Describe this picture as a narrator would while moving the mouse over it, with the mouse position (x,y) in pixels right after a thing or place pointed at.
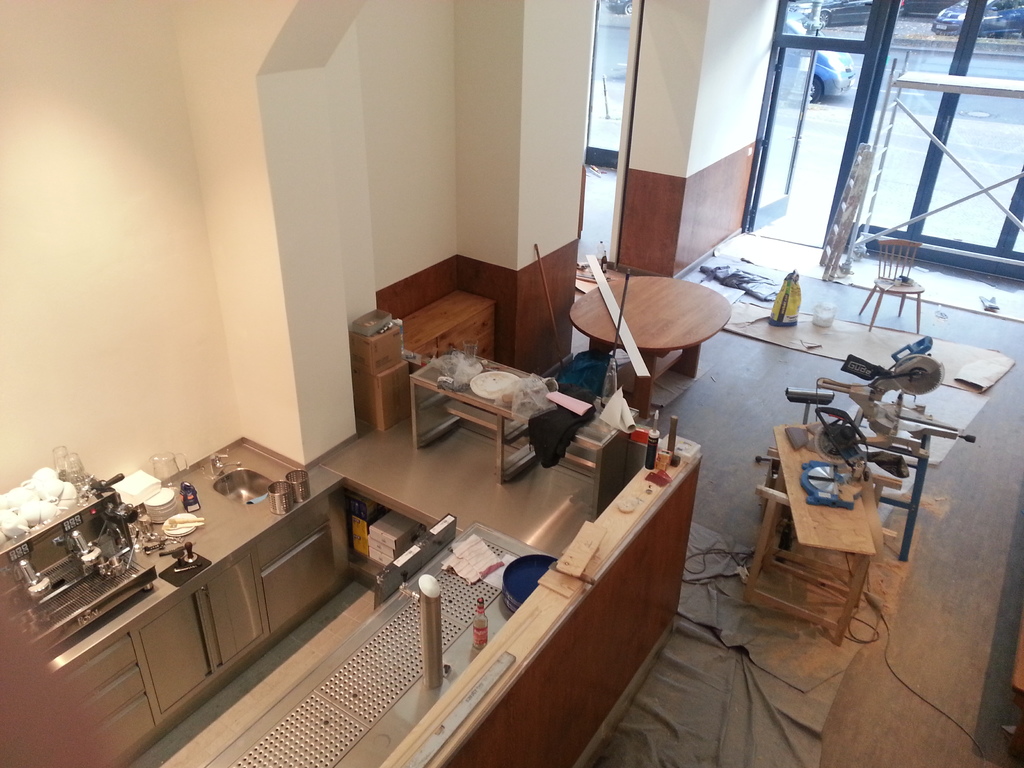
In the image we can see wash basin (223,480), water tap (212,468), tea cup (37,507), glass (80,475), tissue papers (135,484), bottle (479,616), table (652,316), cable wires (736,557), floor (920,580), wall (235,320) chair (881,293) and many other things (883,427). This is a glass door (774,148) and out of it, we can see there are vehicles (822,85) on the road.
